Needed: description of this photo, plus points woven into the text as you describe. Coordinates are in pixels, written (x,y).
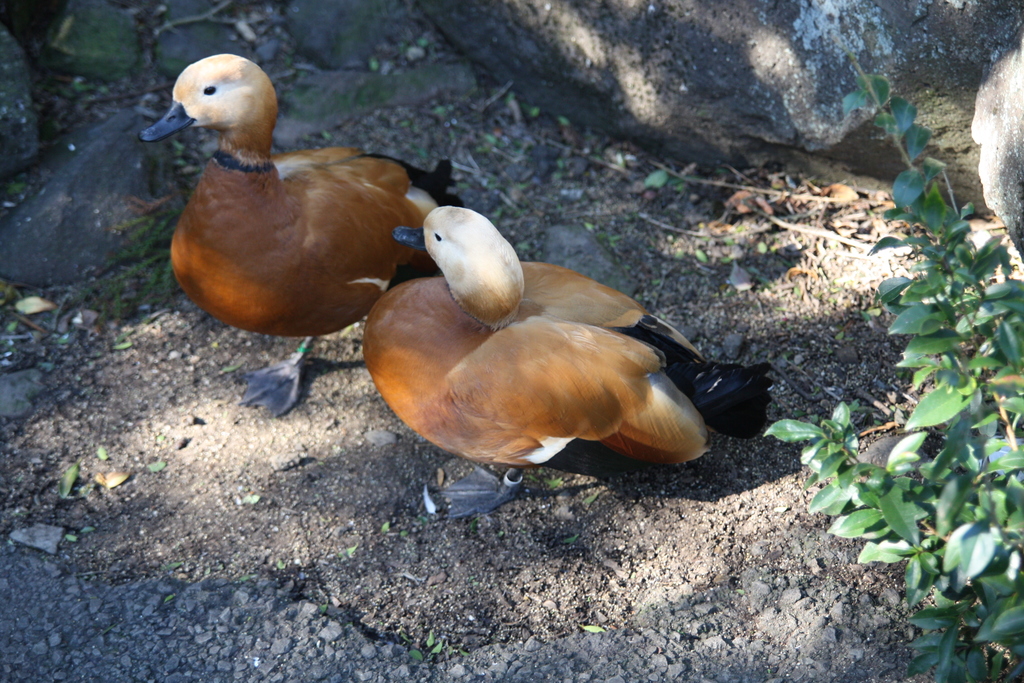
In this picture I can observe two birds (249,193) which are looking like ducks (300,293) on the ground (420,580). These birds (212,222) are in brown and cream color. On the right side (925,402) I can observe a plant (944,343).
